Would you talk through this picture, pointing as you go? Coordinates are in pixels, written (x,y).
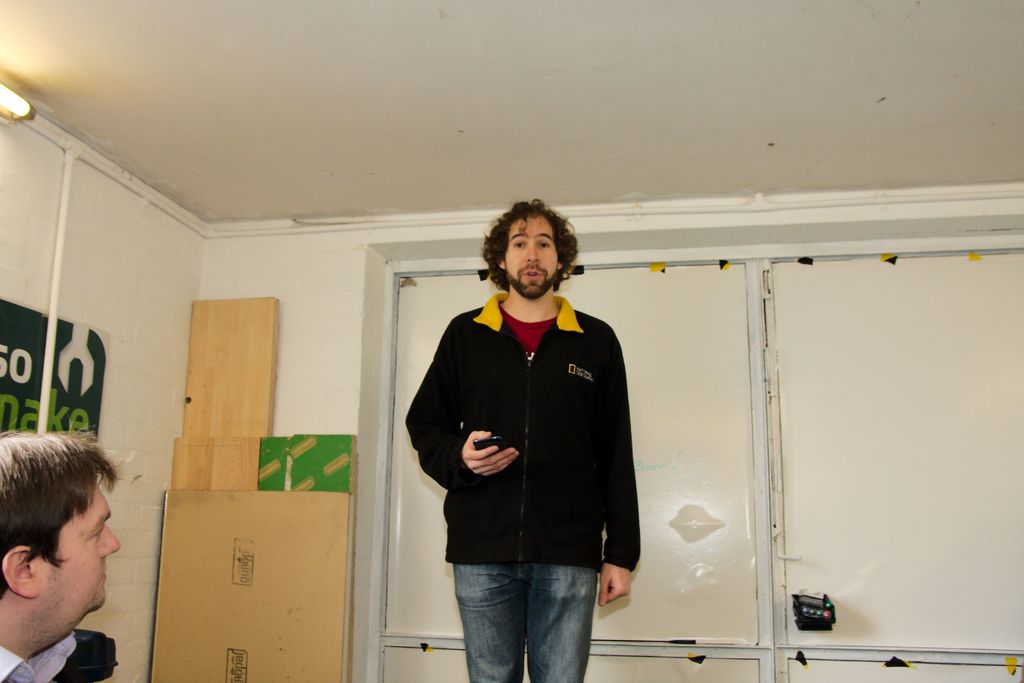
In this image, we can see people (504,424) and one of them is holding a mobile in his hand (484,467). In the background (265,390), there are cardboards (234,381) and there is a board (64,357) with some text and we can see a light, a pipe (54,290) and a wall (132,334).
